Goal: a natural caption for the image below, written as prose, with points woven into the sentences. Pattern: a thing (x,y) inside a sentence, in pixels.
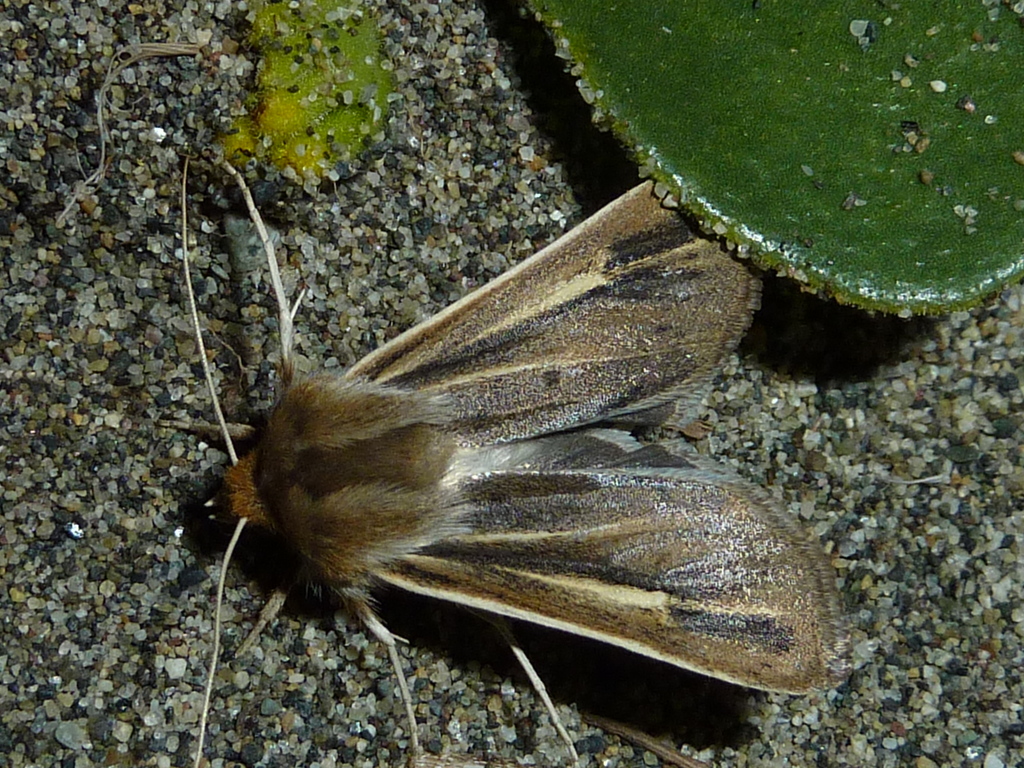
In the center of the image (571,375) we can see a moth (479,530). In the top right corner (752,129) we can see a leaf (947,255). In the background of the image (9,654) we can see the stones (779,385).
